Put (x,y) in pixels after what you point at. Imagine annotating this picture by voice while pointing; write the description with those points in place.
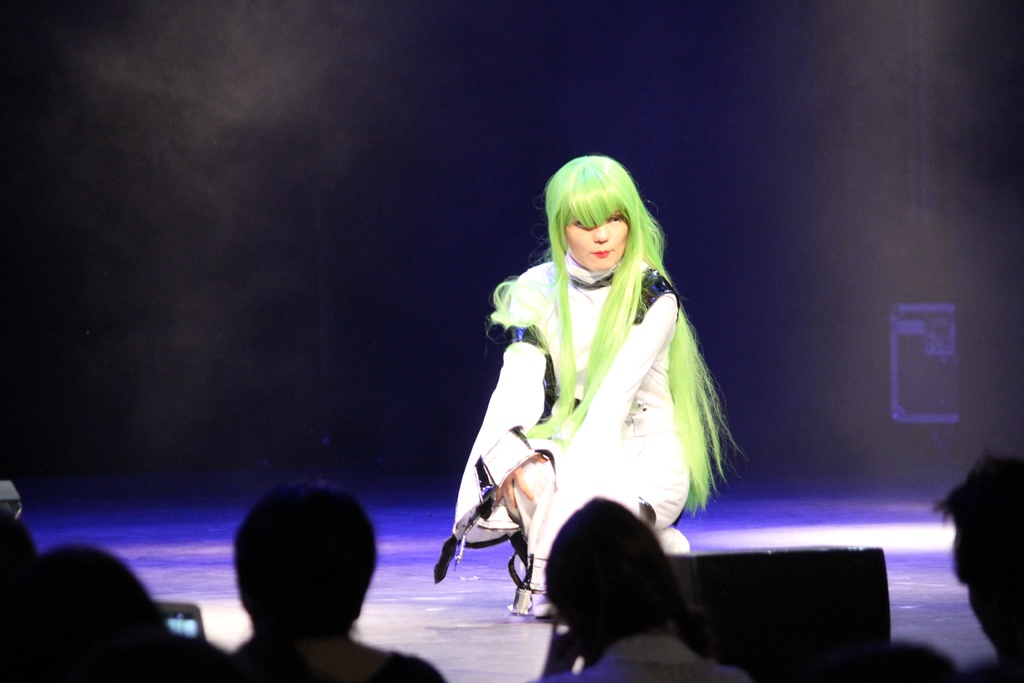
In the image we can see there is a woman (528,593) sitting on the stage (518,574) and there are spectators (309,635) watching her.
